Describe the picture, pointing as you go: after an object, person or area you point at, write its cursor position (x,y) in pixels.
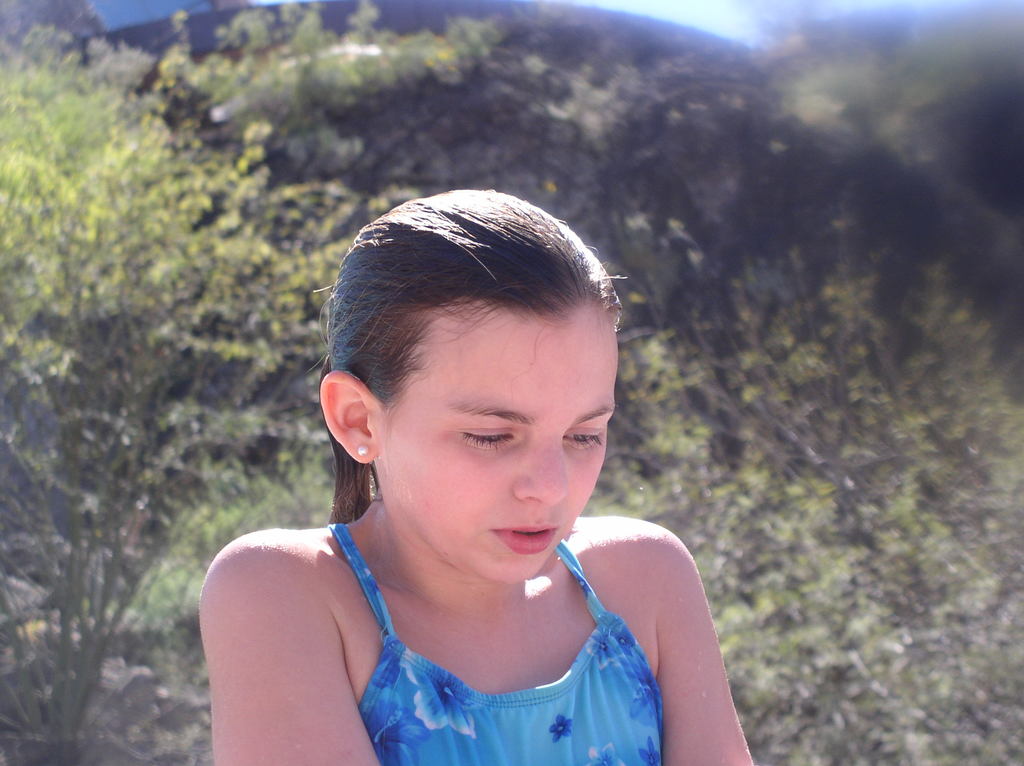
In this image there is a girl (616,647) she is wearing blue dress (413,673), in the background (395,193) there are plants (735,331).
